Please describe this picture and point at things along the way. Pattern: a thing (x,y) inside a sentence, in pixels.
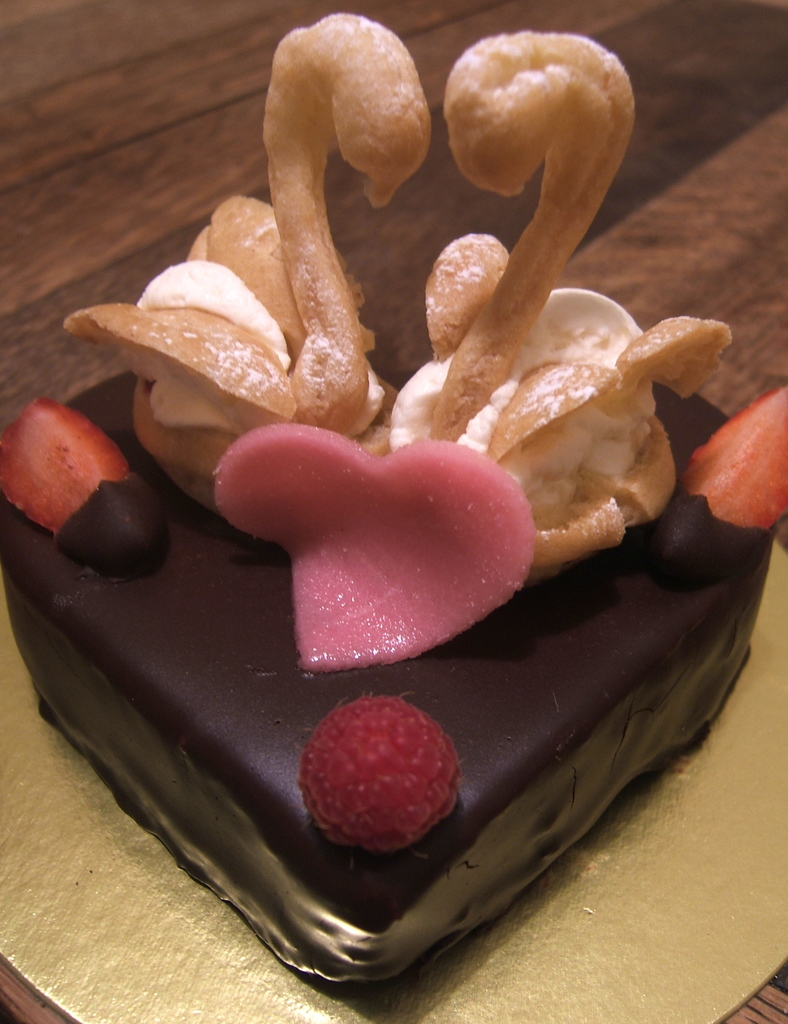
In this image I can see a chocolate cake (498,592) kept on a board (717,792).
